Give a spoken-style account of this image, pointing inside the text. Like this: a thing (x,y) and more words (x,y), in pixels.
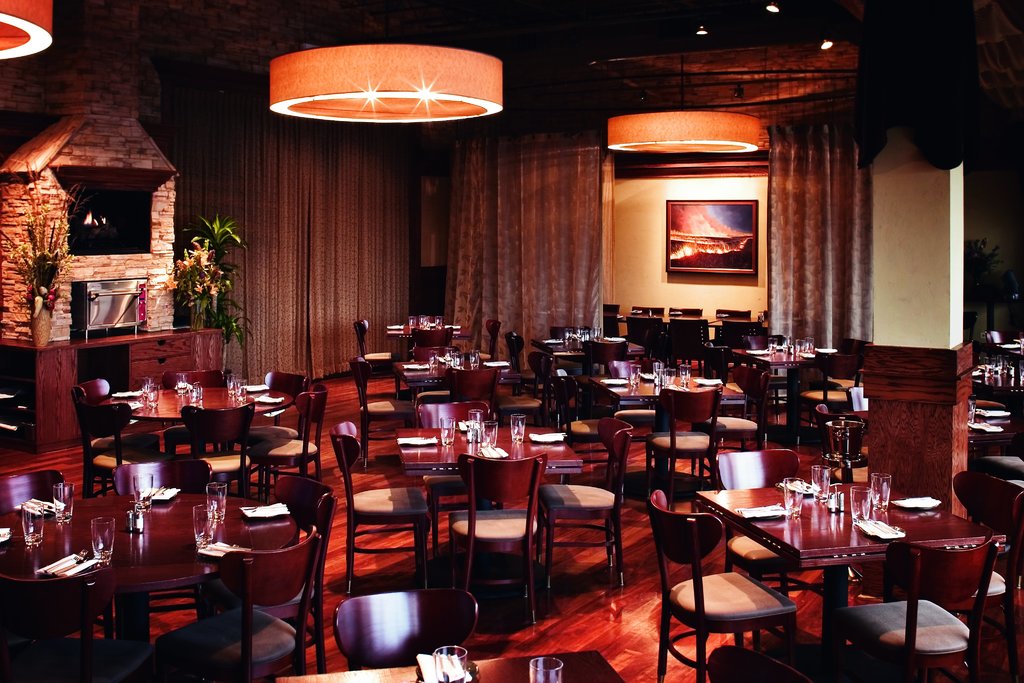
In this image we can see tables (123,510), chairs (398,497), glasses (857,509), plates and tissues (76,562). In the background (447,230) we can see curtains (467,204), cupboards (151,342), photo frame (723,242) and wall (652,256).
